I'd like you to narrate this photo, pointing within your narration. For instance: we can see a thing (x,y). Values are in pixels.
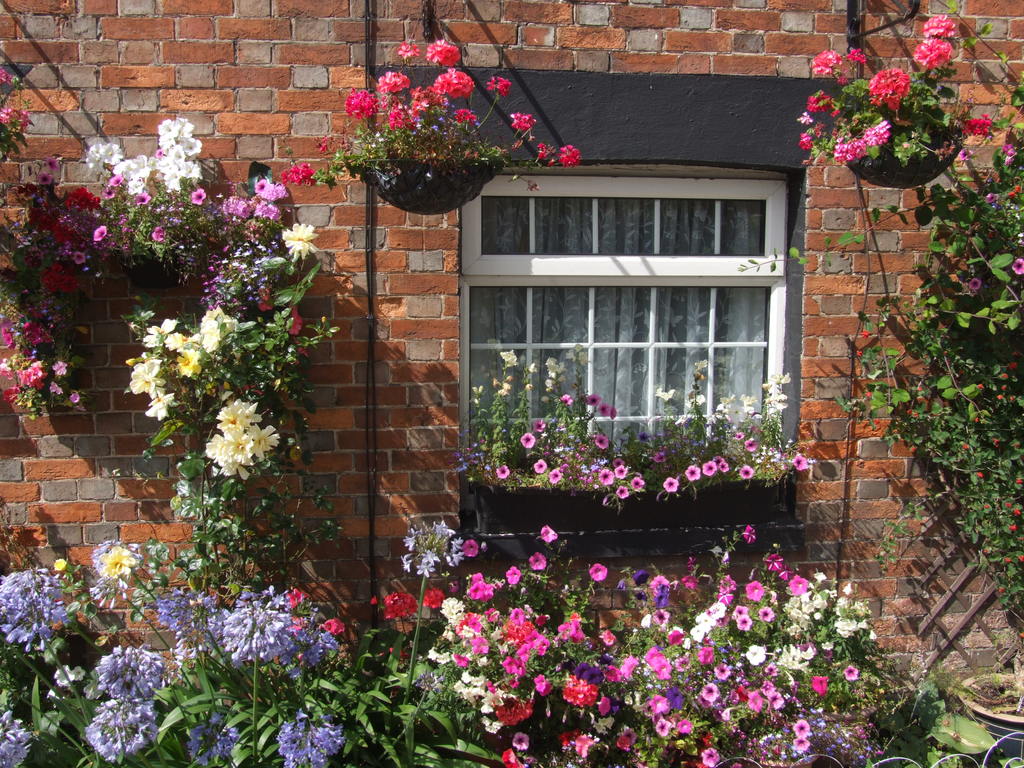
In the image there is a window (592,223) on middle of the brick wall (236,121) with many flower plants (967,240) all around it.
